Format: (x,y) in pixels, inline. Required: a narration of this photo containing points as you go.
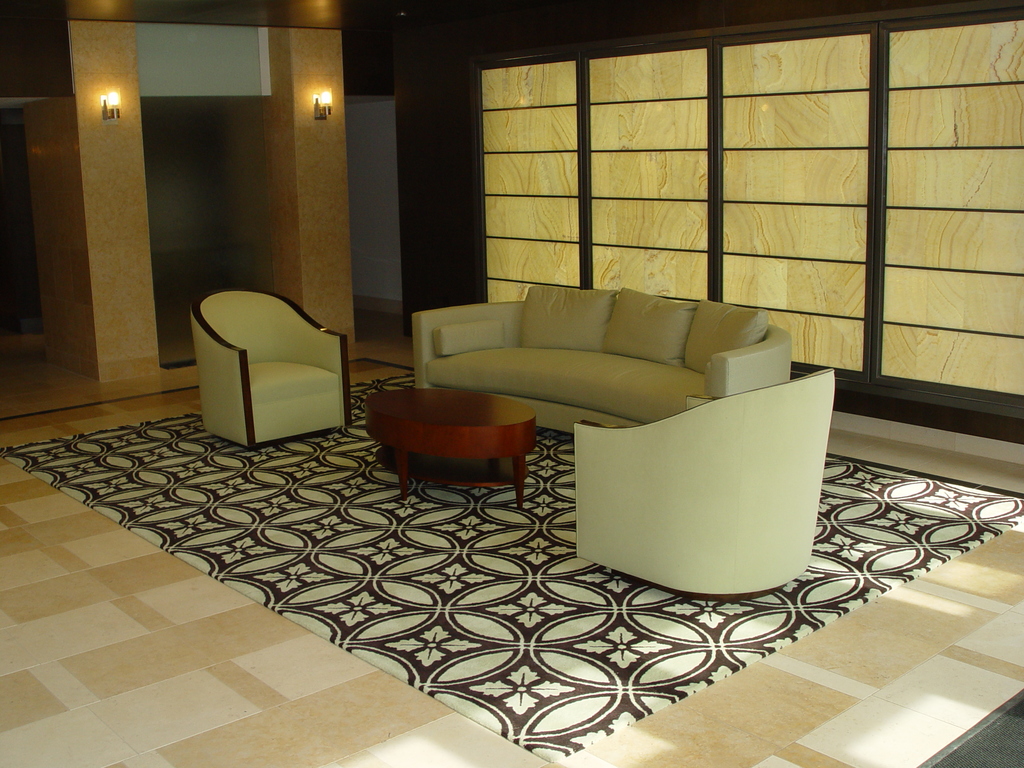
In this picture there is a sofa (684,381) with some pillows (651,326), there is an individual chair (308,405) over here and there is a table (433,458). On the floor (1006,660) there is a carpet (398,560) and in the background (741,77) there is a wooden wall (411,117) there and there is a pole (73,200).
